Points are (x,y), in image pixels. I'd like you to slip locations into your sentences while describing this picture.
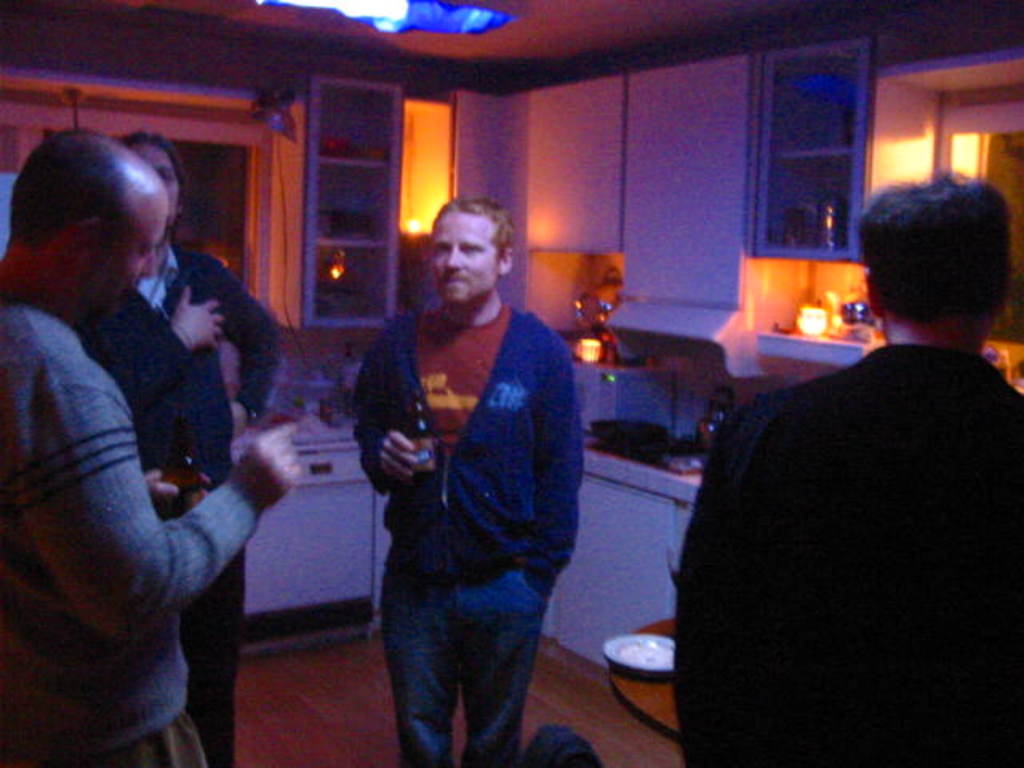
In this image we can see an inside view of a room (564,189), there are four men (136,468) standing, they are holding an object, there is an wooden floor (326,716) towards the bottom of the image (281,704), there is an object (561,738) towards the bottom of the image (571,746), there is a table (644,686), there is a plate (661,653) on the table (635,709), there are shelves (773,155), there are objects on the shelves (811,198), there is a window (257,188) towards the left of the image (228,189), there are lights (812,317), there is roof (648,19) towards the top of the image (626,32), there is a light (394,14) towards the top of the image (470,20).
